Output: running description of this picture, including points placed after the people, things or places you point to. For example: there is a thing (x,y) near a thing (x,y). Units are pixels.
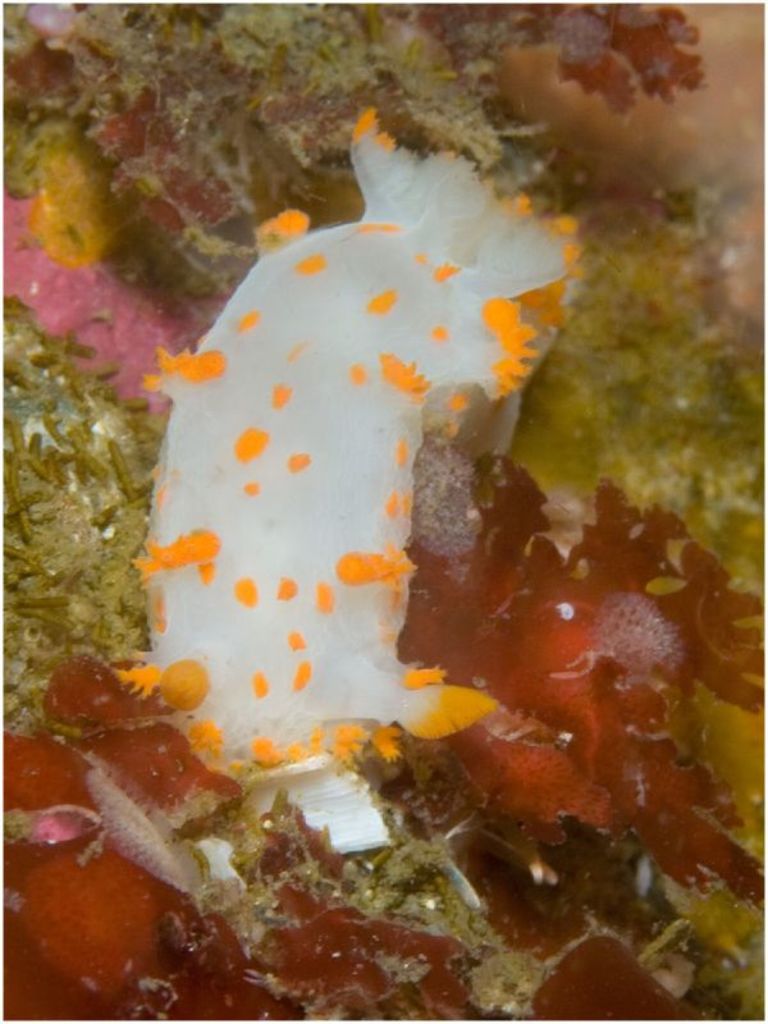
In the image I can see a sea slug (313,660) in the water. I can also see plants (619,364) and some other objects (606,438).
